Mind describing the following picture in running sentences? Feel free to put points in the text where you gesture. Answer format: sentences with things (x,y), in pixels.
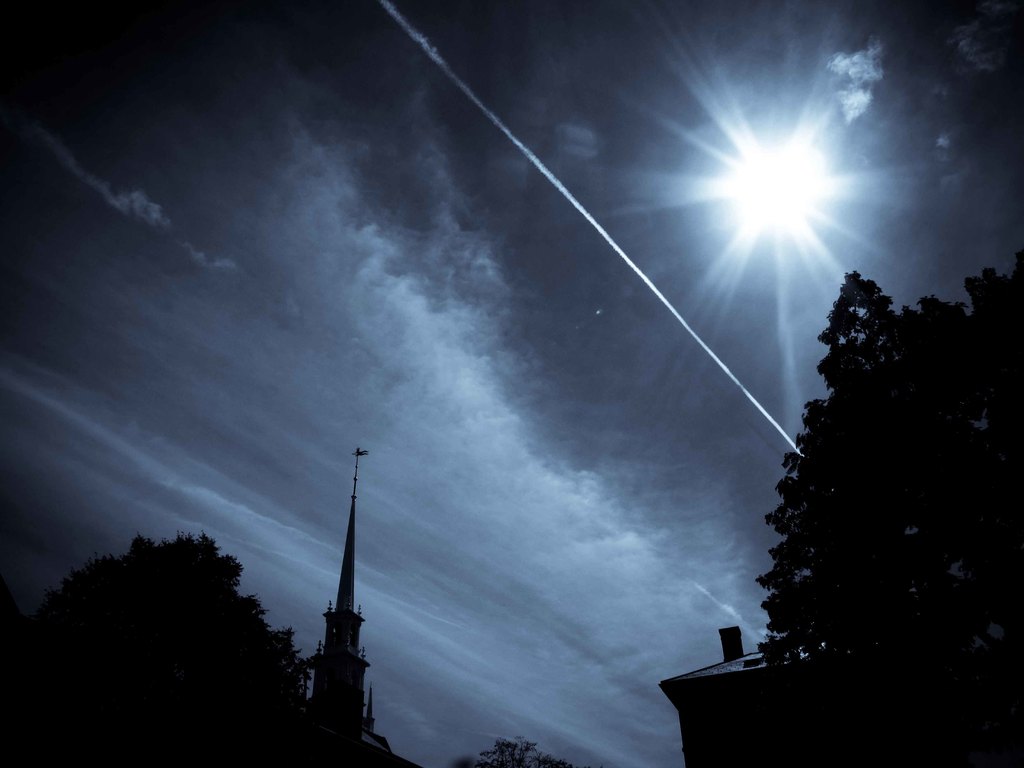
In this image, we can see a building (778,715), trees (818,532) and a tower (345,573). At the top (719,217), there is a sunlight (767,176).
